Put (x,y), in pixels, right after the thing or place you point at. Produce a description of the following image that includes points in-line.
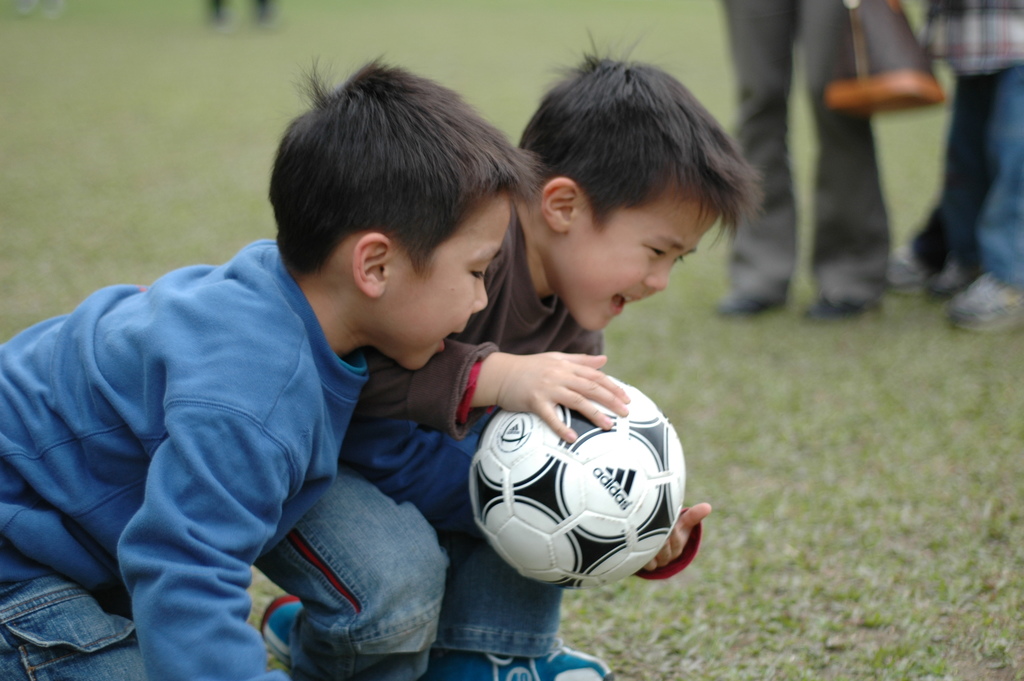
The two kids (702,208) are fighting for the football (497,487) both of them are very cute kids (442,373). They wear a blue and brown color t-shirts (345,380) and jean pants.
